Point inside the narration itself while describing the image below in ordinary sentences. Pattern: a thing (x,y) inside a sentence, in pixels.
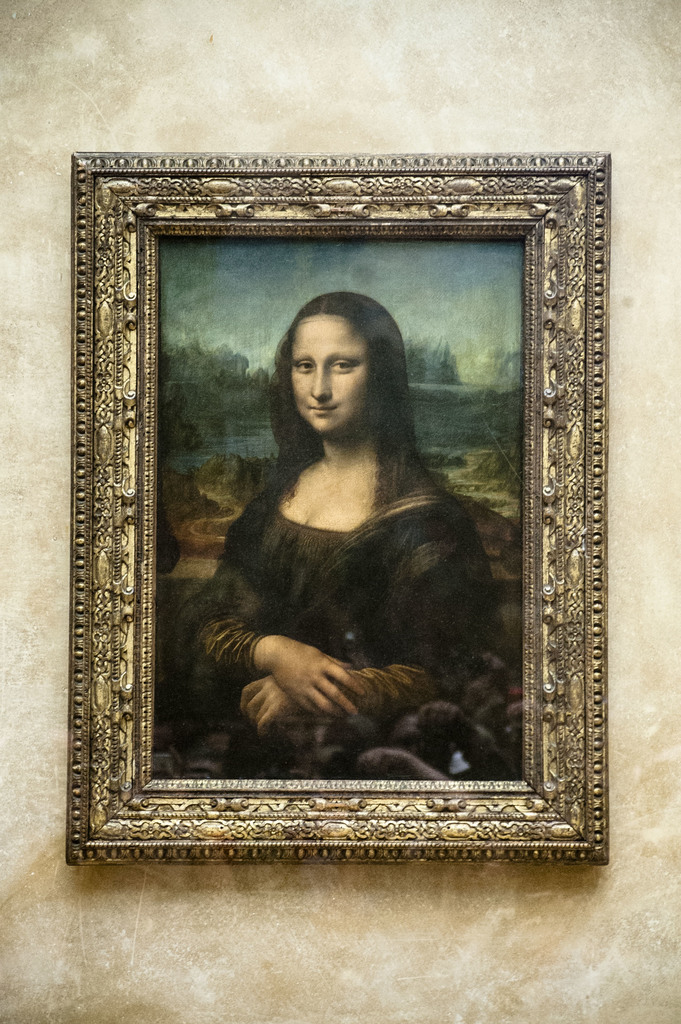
In this picture we can see a frame (151,827) on the wall (661,247). We can see Mona Lisa (310,358) in this frame (331,794).
